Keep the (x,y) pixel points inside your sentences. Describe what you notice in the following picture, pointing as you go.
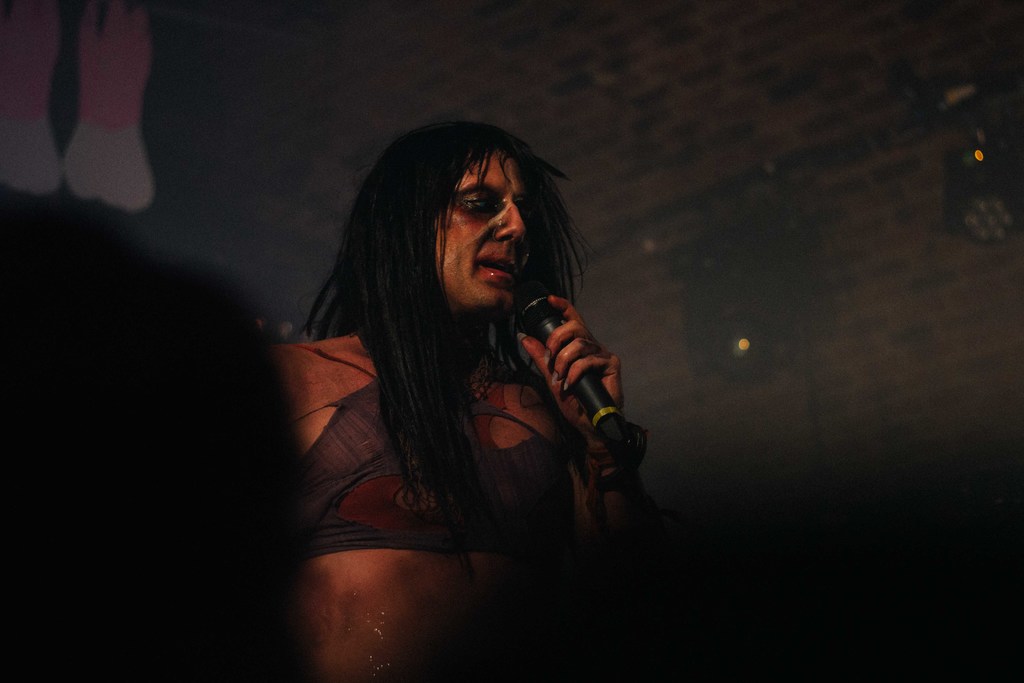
In the center of the image (346,453) there is a man (611,458) standing in a costume (481,511). He is holding a mic (595,379) in his hand (600,425).
